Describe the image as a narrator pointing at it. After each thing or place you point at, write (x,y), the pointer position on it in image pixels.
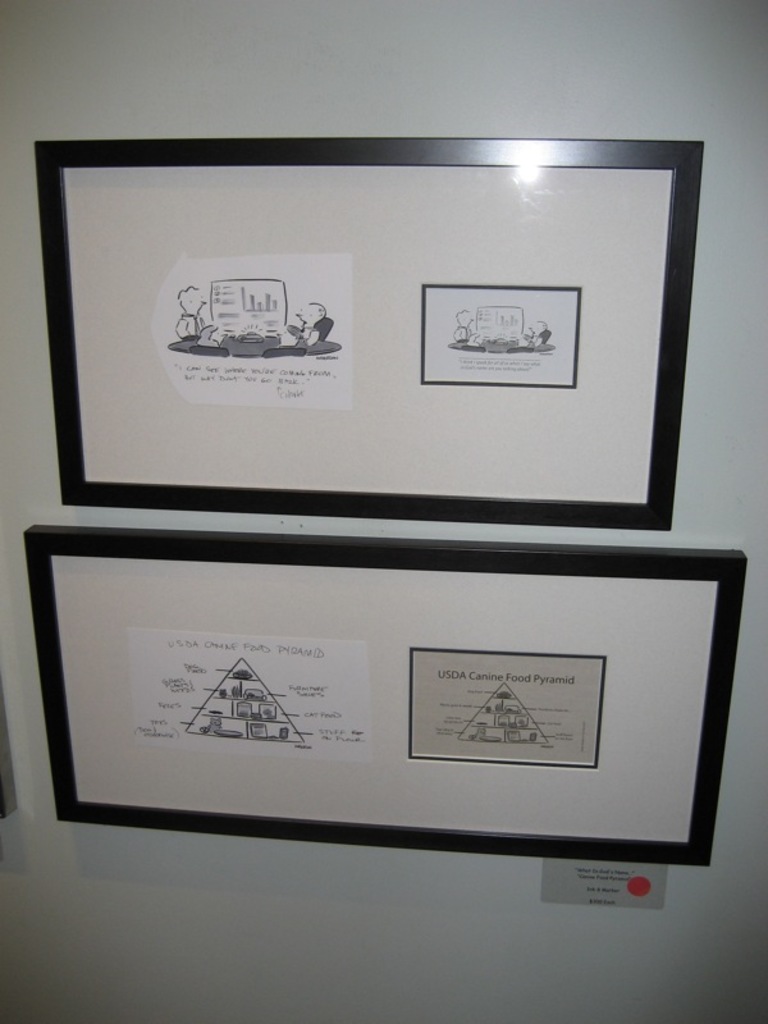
In this picture I see the wall (227,117) in front (144,65) on which there are 2 frames (324,495) and I see something is written and I see the depiction (285,355) of persons (464,335).
